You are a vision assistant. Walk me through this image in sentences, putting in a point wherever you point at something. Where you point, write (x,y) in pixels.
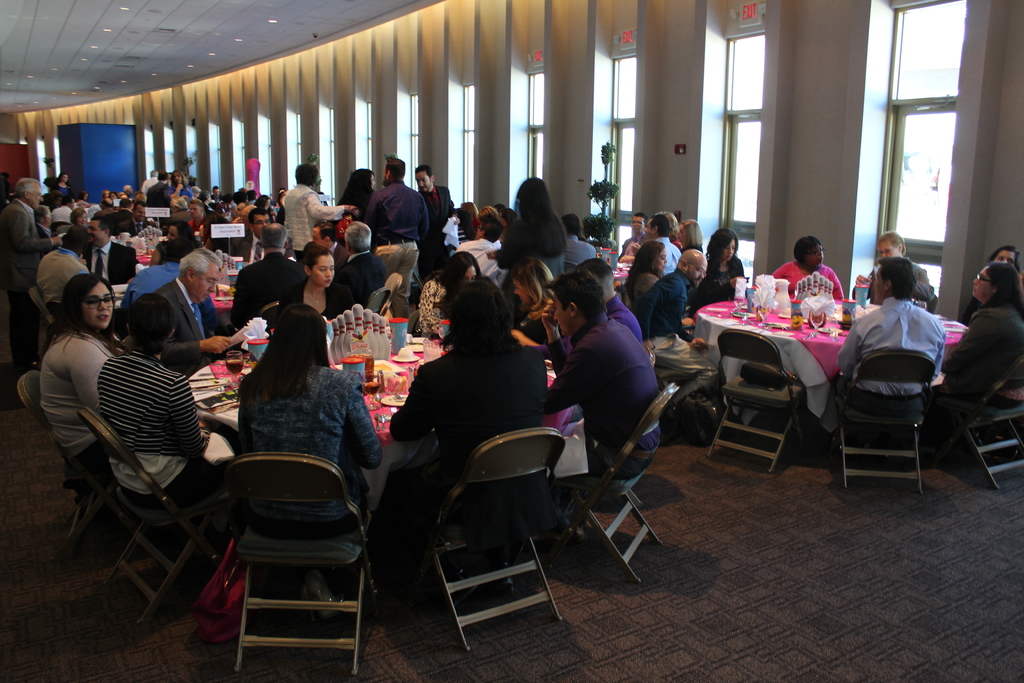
In this image i can see a group of people (161,299) sitting on chairs (457,490) around the tables (370,354). On the table (380,355) i can see food items (376,367), plates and bowls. In the background (334,135) i can see windows (537,129), plants (612,226) and few people (341,209) standing.
